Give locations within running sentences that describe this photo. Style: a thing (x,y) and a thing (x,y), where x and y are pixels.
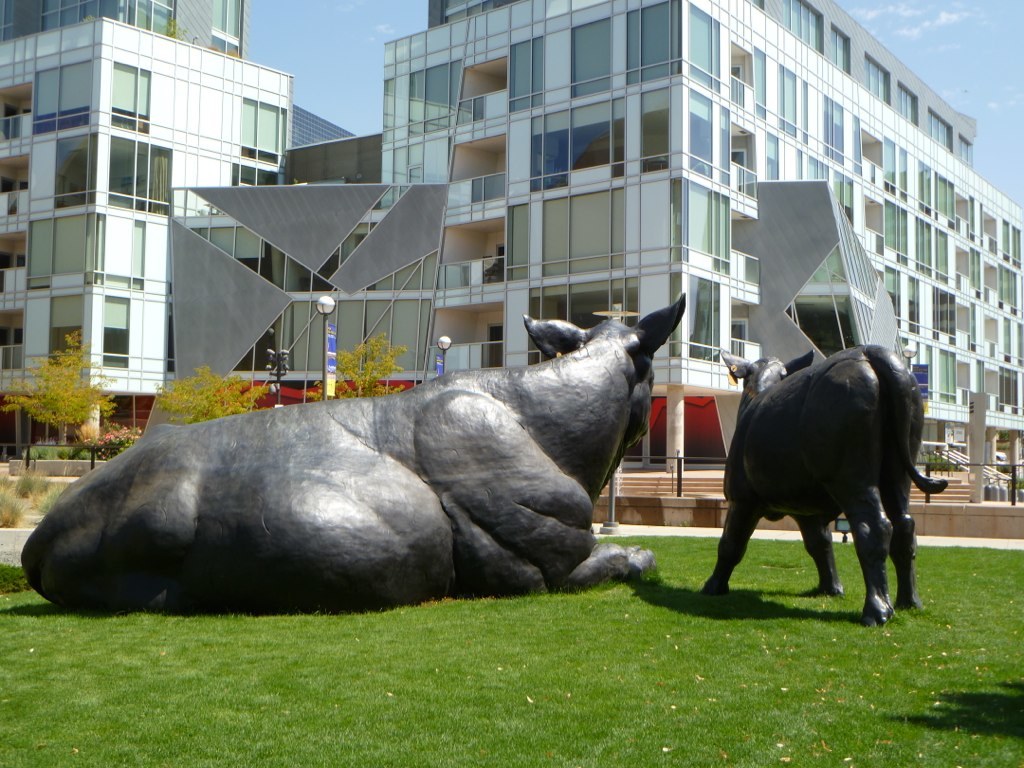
These are buildings (711,250), animals (577,544) and trees (251,401).
